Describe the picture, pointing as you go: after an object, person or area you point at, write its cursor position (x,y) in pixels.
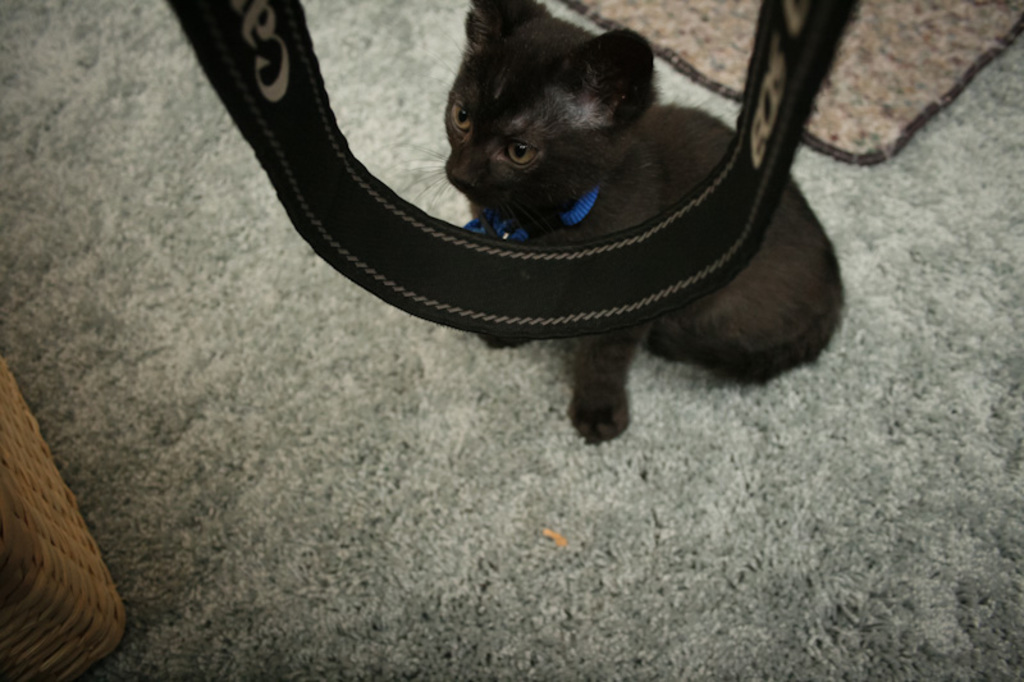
In this image there is a black cat (581,48) on the mat (569,401) and at the center (504,326) we can see there is a canon strap (803,38). At the left side of the image (32,589) there is a wicker basket (71,606).
